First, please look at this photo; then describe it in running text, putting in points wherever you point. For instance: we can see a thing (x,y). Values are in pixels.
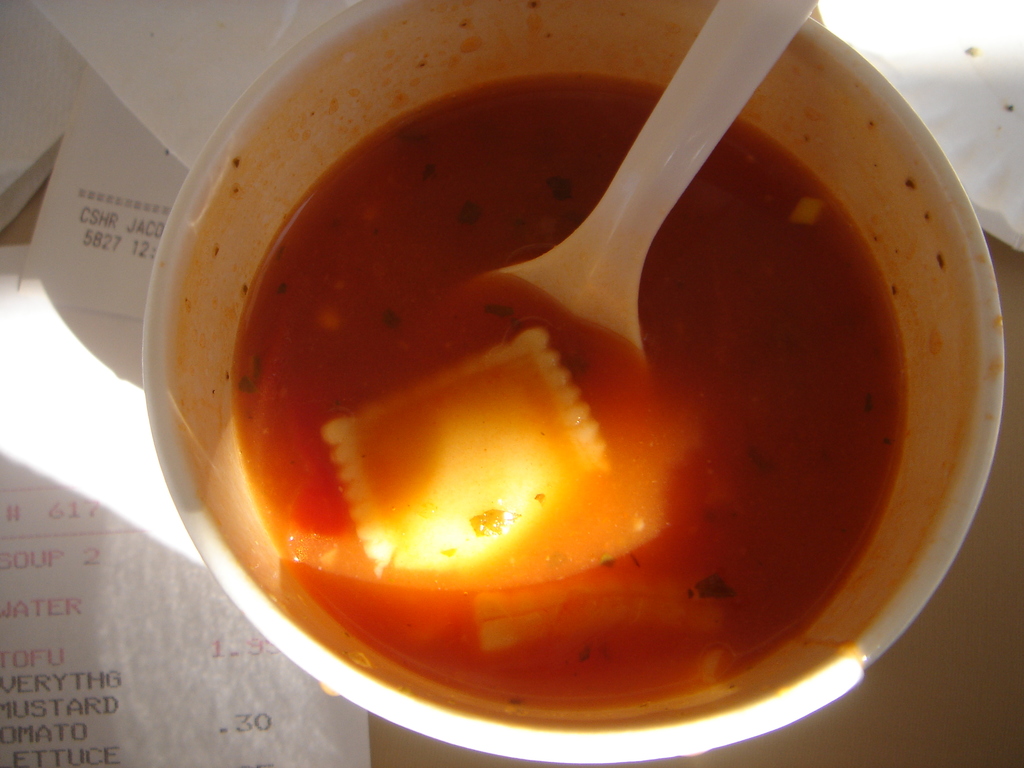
There is bowl (784,693) with food (682,396), spoon (696,160) in it. This is paper (127,387).
